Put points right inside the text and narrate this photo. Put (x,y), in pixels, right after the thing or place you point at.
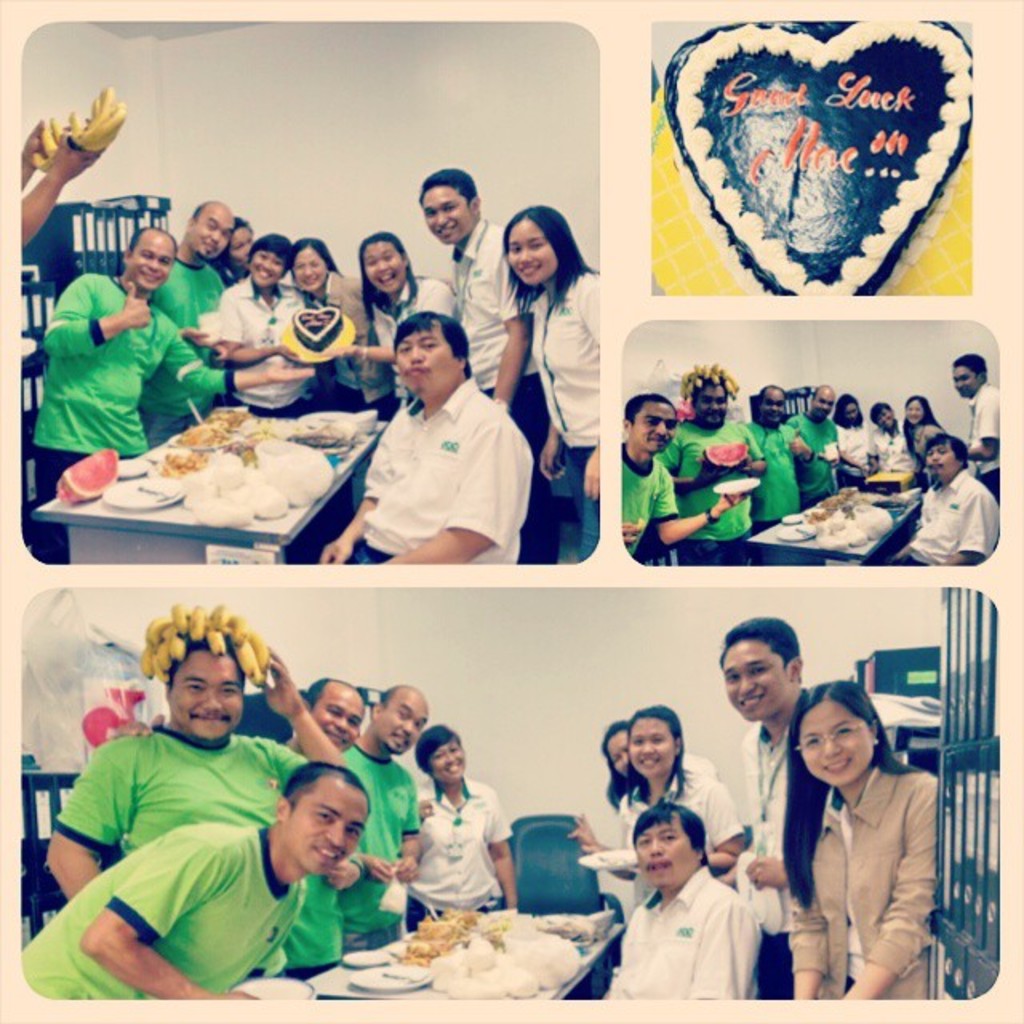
In this image I can see a collage picture in which I can see few persons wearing green colored dresses (196,305) and few persons (501,396) wearing white colored dresses (498,343) are standing and I can see a person (432,456) is sitting. I can see a table (161,518) and on the table (173,513) I can see few plates (164,492), few food items (173,455) and few other objects (262,464). I can see a person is holding few bananas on his head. In the background (467,697) I can see the wall (467,624) and I can see a cake (828,216) which is white and black in color.
